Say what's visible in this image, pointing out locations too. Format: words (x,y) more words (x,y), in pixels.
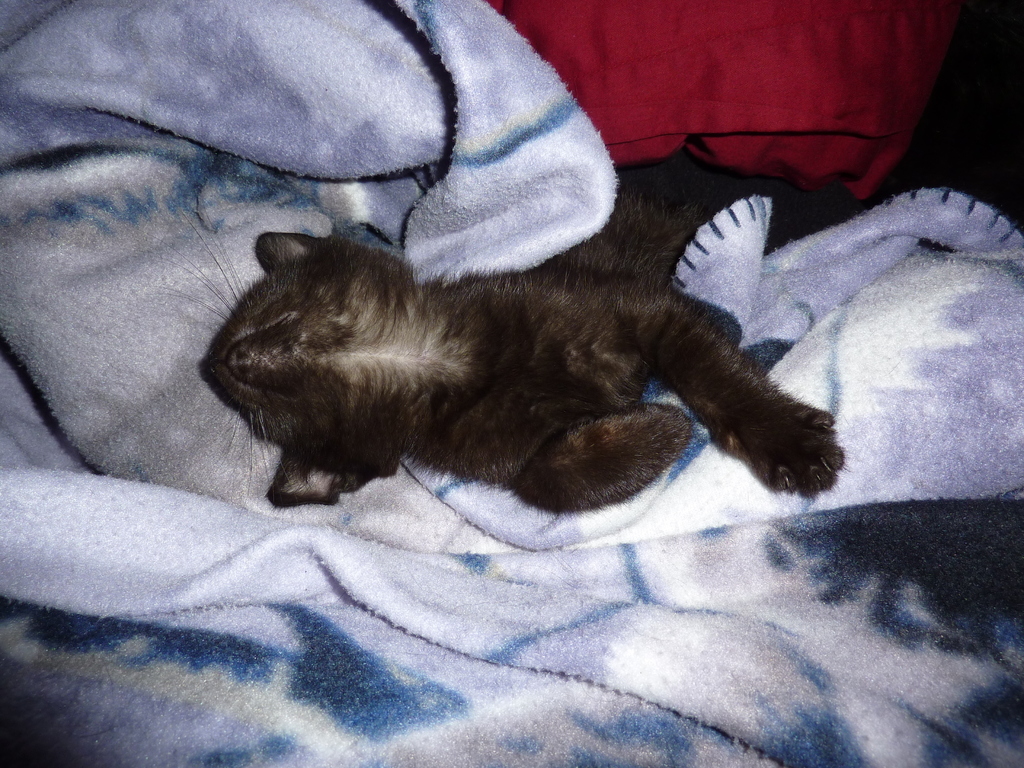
In this image we can see an animal (498,416) on a blanket (387,583).
